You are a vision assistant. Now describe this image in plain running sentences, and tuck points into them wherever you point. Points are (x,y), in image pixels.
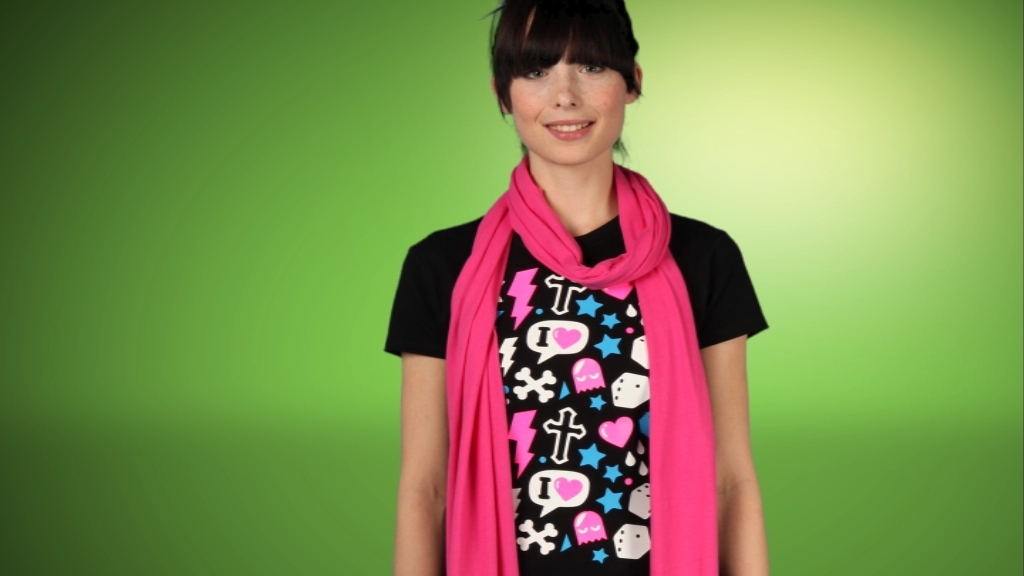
In this picture we can see a woman (658,349) is standing and smiling, she wore a pink color scarf (649,287). we can see a green color background (793,151).
